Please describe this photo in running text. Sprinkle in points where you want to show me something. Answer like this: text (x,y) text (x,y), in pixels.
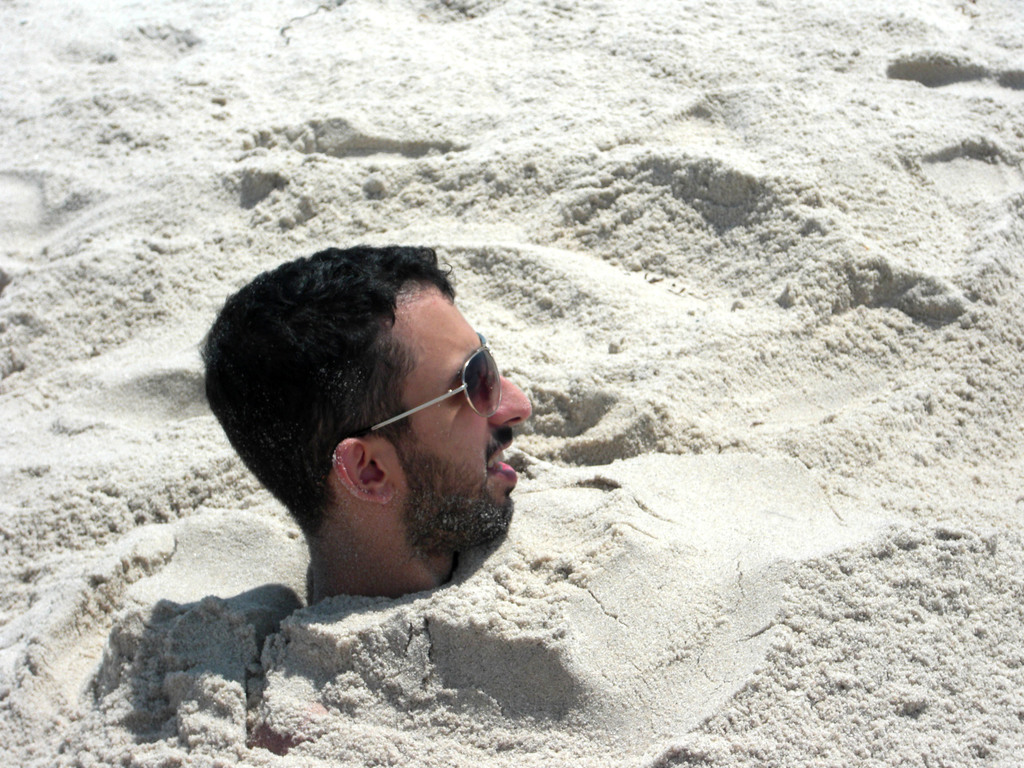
In this picture I can see a man (442,351) buried in the sand (451,667) and his head (316,359) is out and he wore sunglasses (416,407).
